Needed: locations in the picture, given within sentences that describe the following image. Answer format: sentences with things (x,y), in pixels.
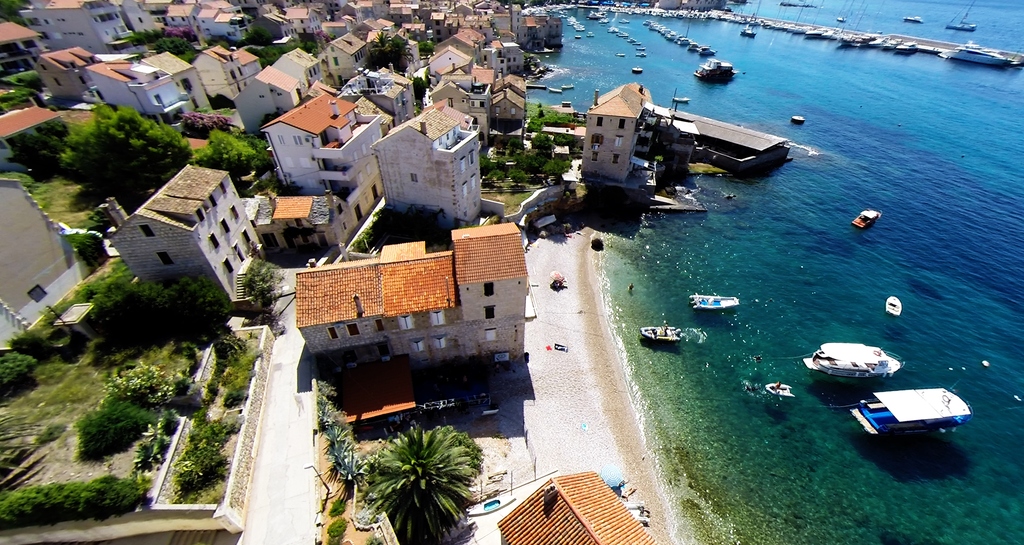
This image is taken outdoors. On the right side of the image (901,196) there is a sea (876,460) and there are many boats (928,417) on the sea (782,0). On the left side of the image (306,186) there are many buildings (313,121) and houses (403,284) with walls (230,235), windows (201,213), roofs (254,216), balconies (352,143) and doors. There are many trees (109,336) and plants (136,405) on the ground (75,124) and there are a few poles (320,478). There is a ground (295,468).
